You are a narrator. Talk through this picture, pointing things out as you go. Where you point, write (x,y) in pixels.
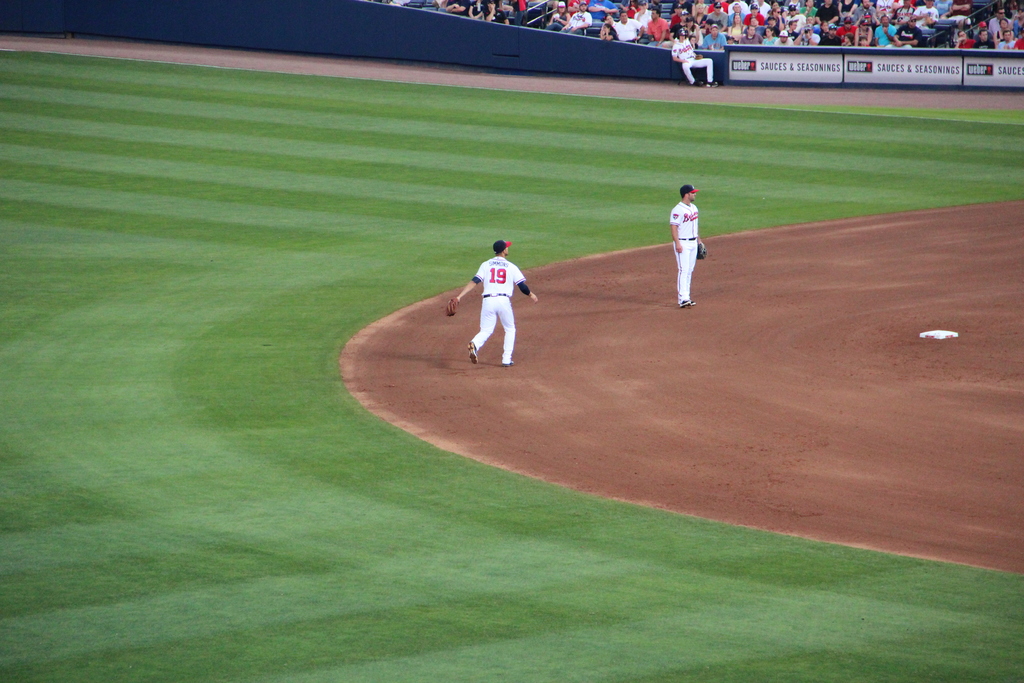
In this image, I can see the man (690,227) standing. This looks like a baseball ground (672,291). Here is another person (487,329) walking. There are groups of people (776,37) sitting on the chairs (933,39). These are the hoardings (913,72).
